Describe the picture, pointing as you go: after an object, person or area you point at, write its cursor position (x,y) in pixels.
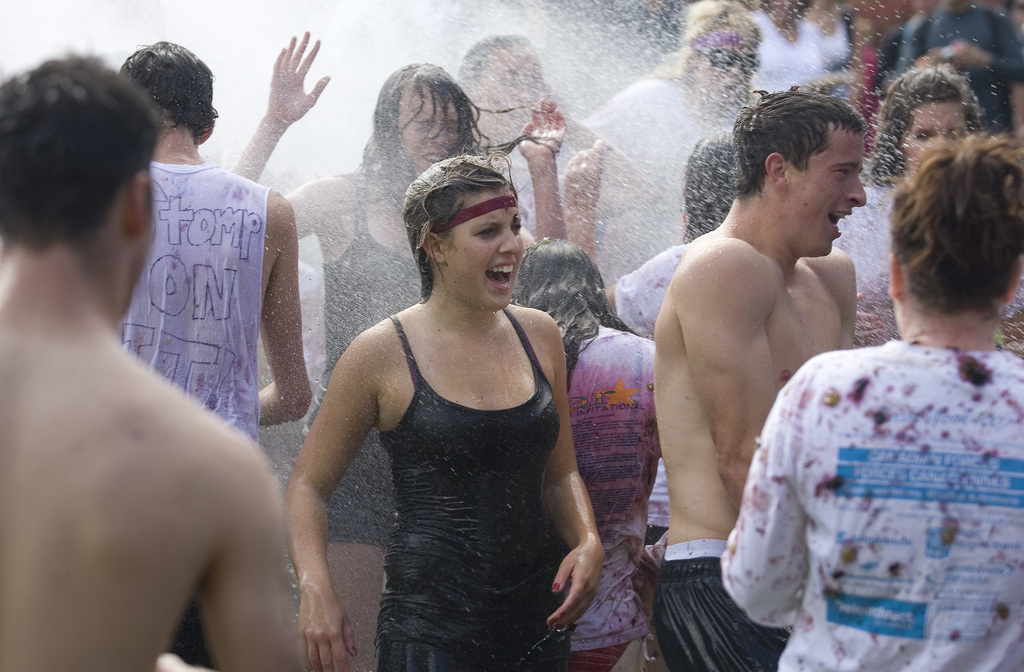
Here we can see water (595,15) sprinkling on group of people (629,382).
